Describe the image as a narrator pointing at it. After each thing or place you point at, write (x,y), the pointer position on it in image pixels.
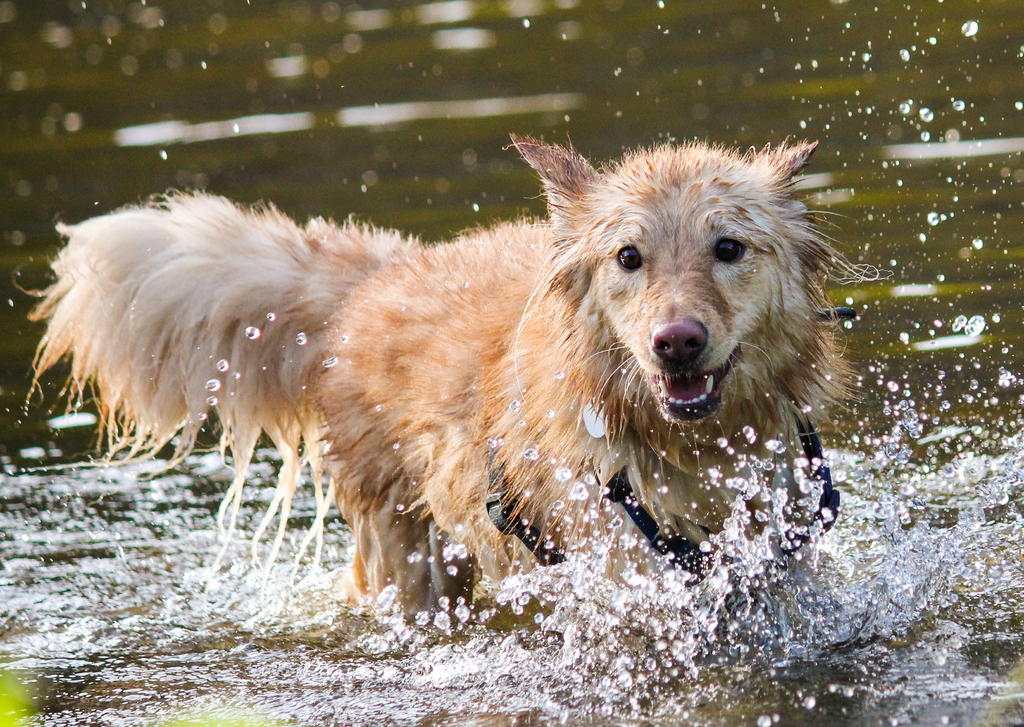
In this picture we can see an animal (611,507) in water (992,459).
